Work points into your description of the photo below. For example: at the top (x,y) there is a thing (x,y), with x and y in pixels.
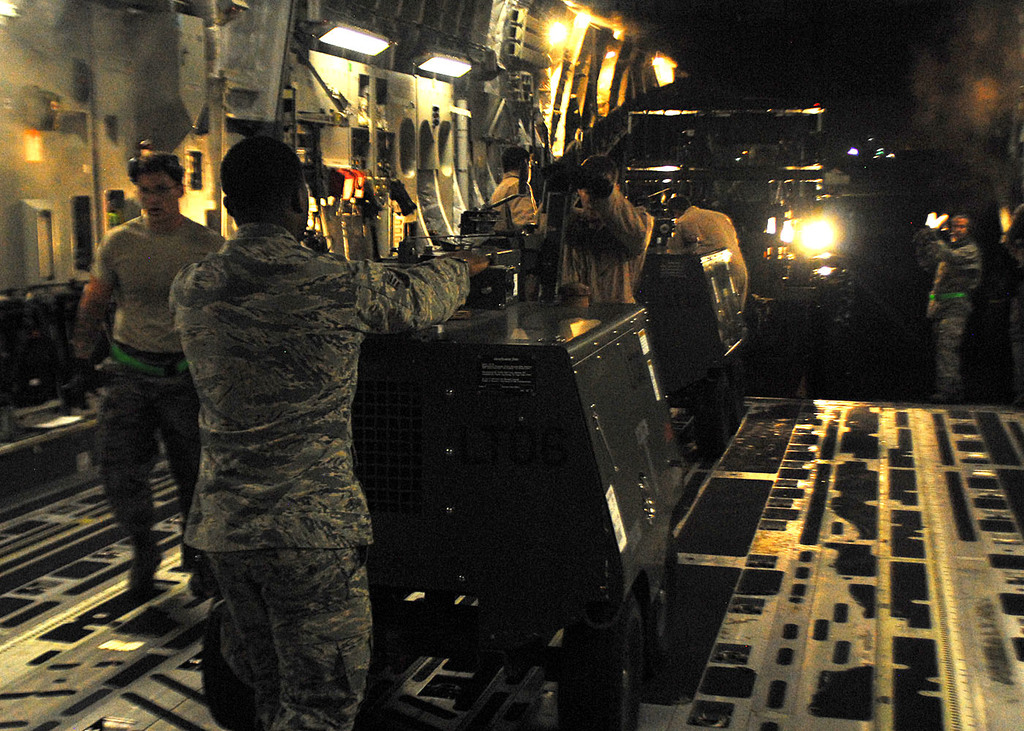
This is an image clicked in the dark. Here I can see few people (370,319) are wearing uniforms (348,368) and standing. There are few vehicles (782,257) and machines (434,578). In the background (665,66) there are some lights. At the bottom (815,597), I can see the floor (869,627).
